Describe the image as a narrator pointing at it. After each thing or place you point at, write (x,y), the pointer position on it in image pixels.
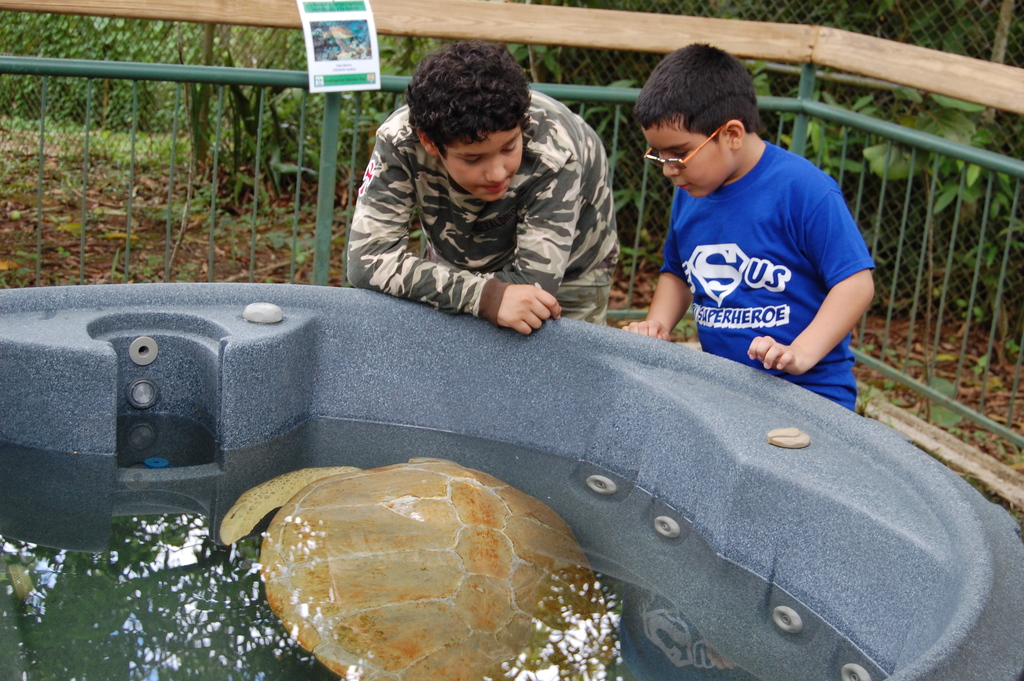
In this picture I can see a turtle (459,496) in the water (588,503), there are two boys (518,197) standing, there are plants (231,181), iron grilles (373,119), there is a paper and fence (540,33).
